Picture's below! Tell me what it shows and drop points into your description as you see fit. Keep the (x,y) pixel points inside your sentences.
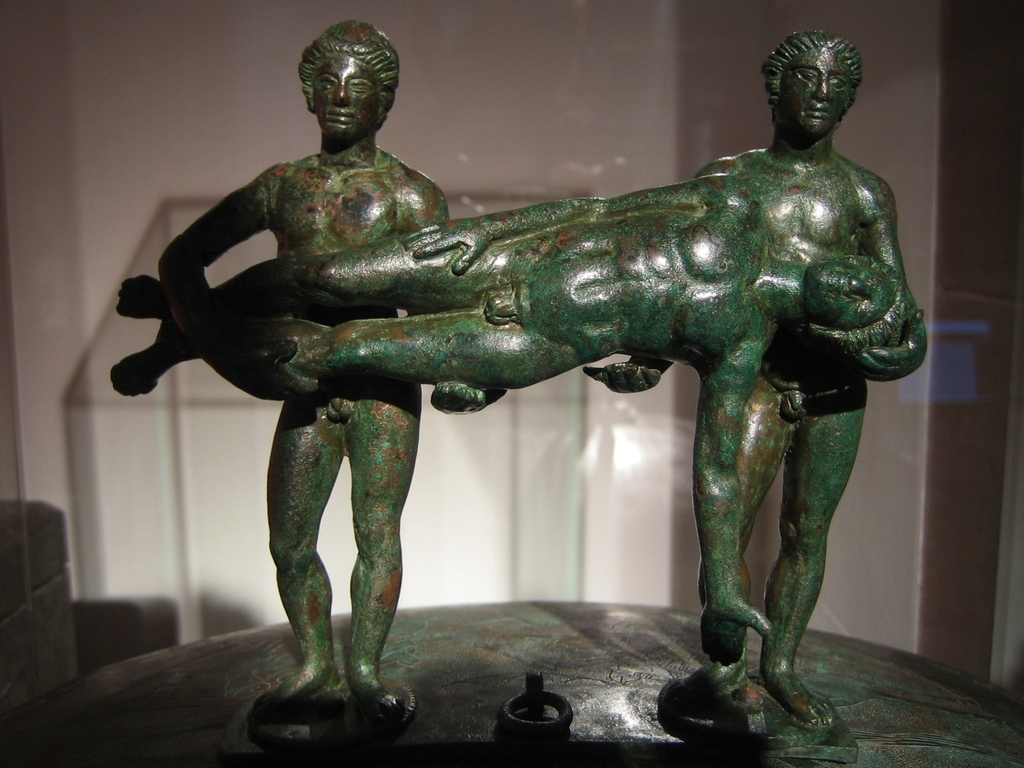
In this picture we can see sculptures (819,148) on a pedestal (473,761). In the background (530,66) it seems like a glass (542,469) and we can see the wall (606,71).
